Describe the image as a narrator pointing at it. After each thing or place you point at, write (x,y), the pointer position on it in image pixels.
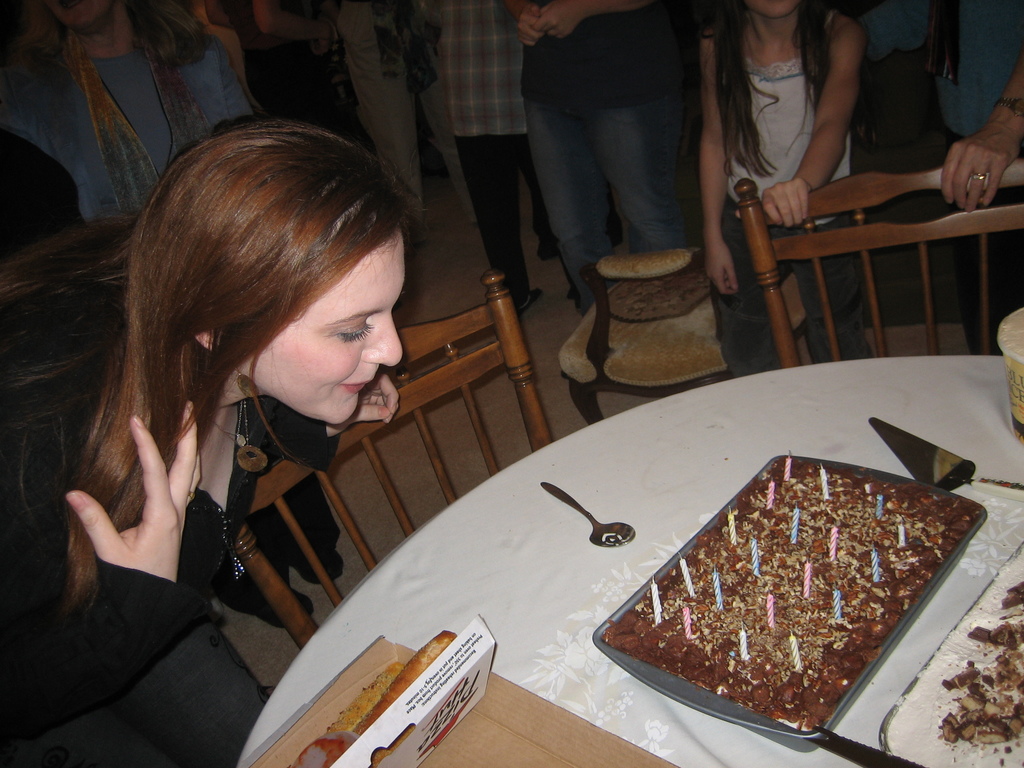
In this image i can see a lady (183,389) and few people (123,117) standing in the background (376,137). I can see a table (880,701) and a cake (914,599) on it. I can also see a spoon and a box (431,709) on the table (516,634).
